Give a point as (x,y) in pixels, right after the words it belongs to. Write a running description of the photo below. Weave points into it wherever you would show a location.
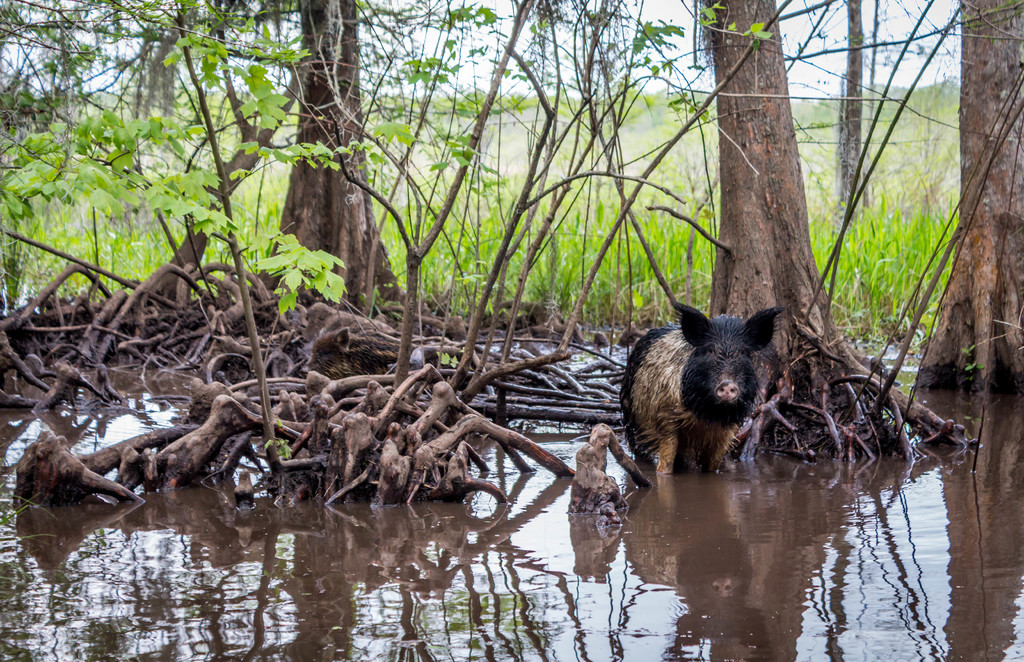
In this picture, we see a pig (695,430) in mud water (560,606). Behind the pig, there are trees (182,279). In the background (852,276), we see grass (677,296). This water (704,537) might be in the pond (498,541).
